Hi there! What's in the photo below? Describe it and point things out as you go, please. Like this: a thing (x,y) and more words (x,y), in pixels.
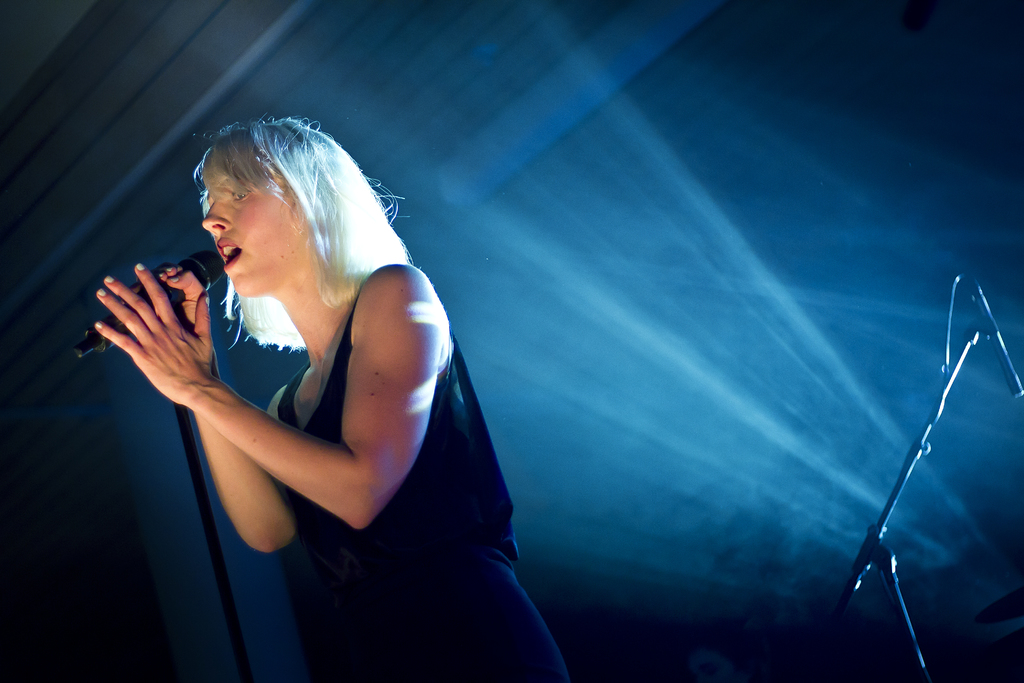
Here we can see a woman (232,227) who is singing on the mike (196,263).
